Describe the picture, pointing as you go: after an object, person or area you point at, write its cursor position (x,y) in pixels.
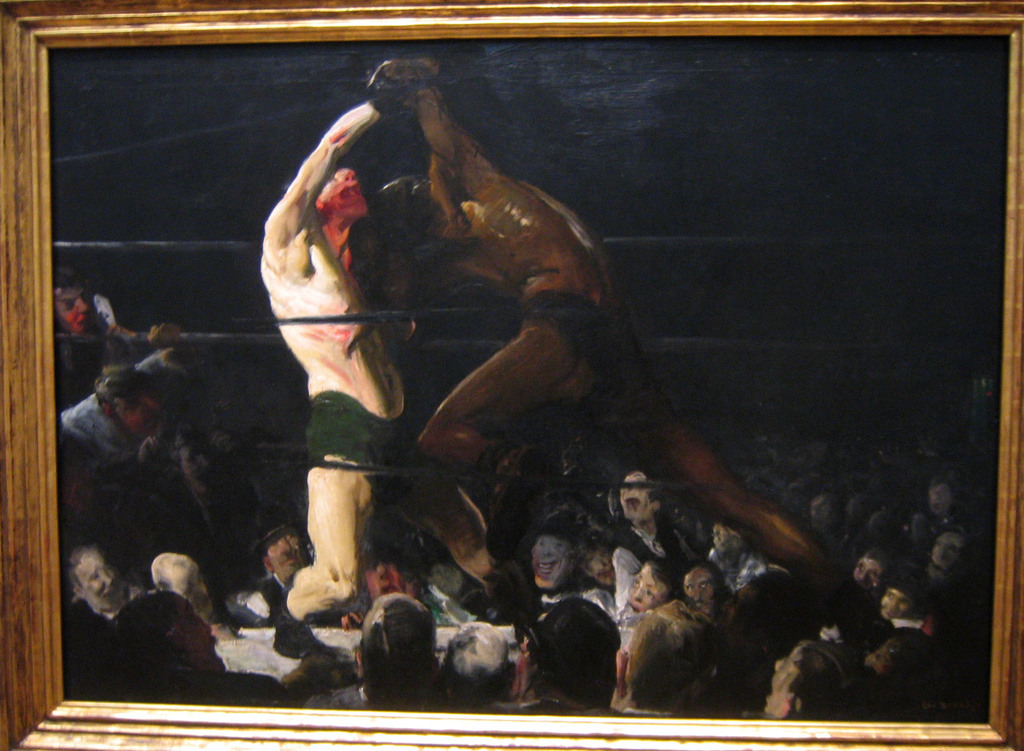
There is a photo frame (10,47) having a painting (562,112), in which, there are two persons (534,237) fighting with each other on a stage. Around them, there are threads (195,335) and there are persons (185,567) watching them. The background (780,120) is dark in color.
